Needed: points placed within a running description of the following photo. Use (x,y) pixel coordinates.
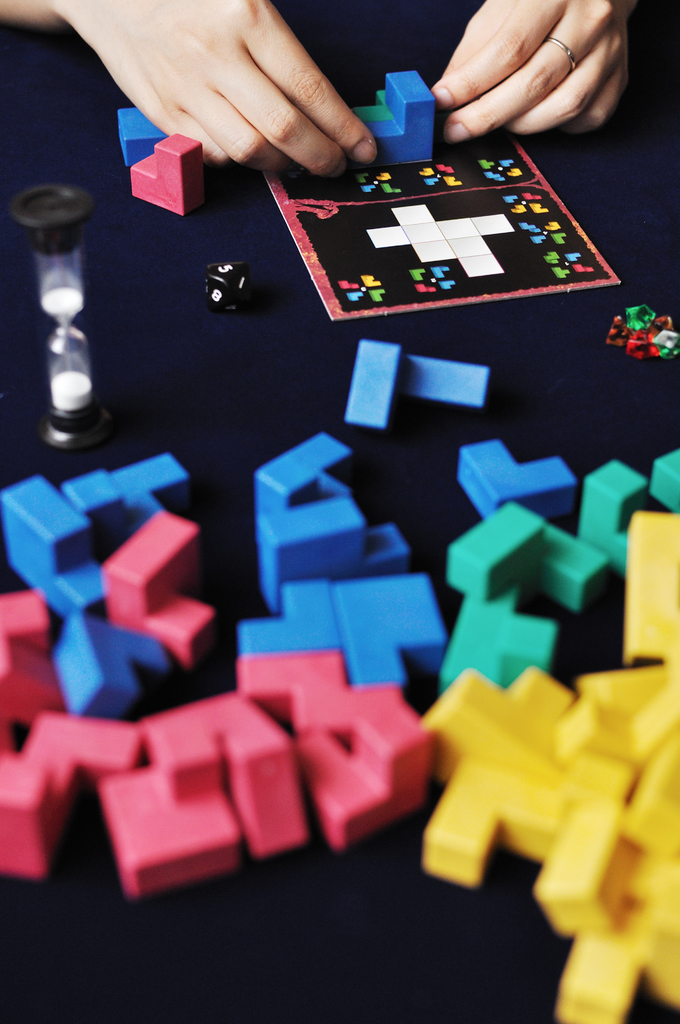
In this image there are objects (191,568) on the surface (440,487), there are objects (665,860) truncated towards the right of the image (617,566), there are objects (66,626) truncated towards the left of the image (22,497), there is a person hand (250,66) truncated towards the top of the image (499,70).
